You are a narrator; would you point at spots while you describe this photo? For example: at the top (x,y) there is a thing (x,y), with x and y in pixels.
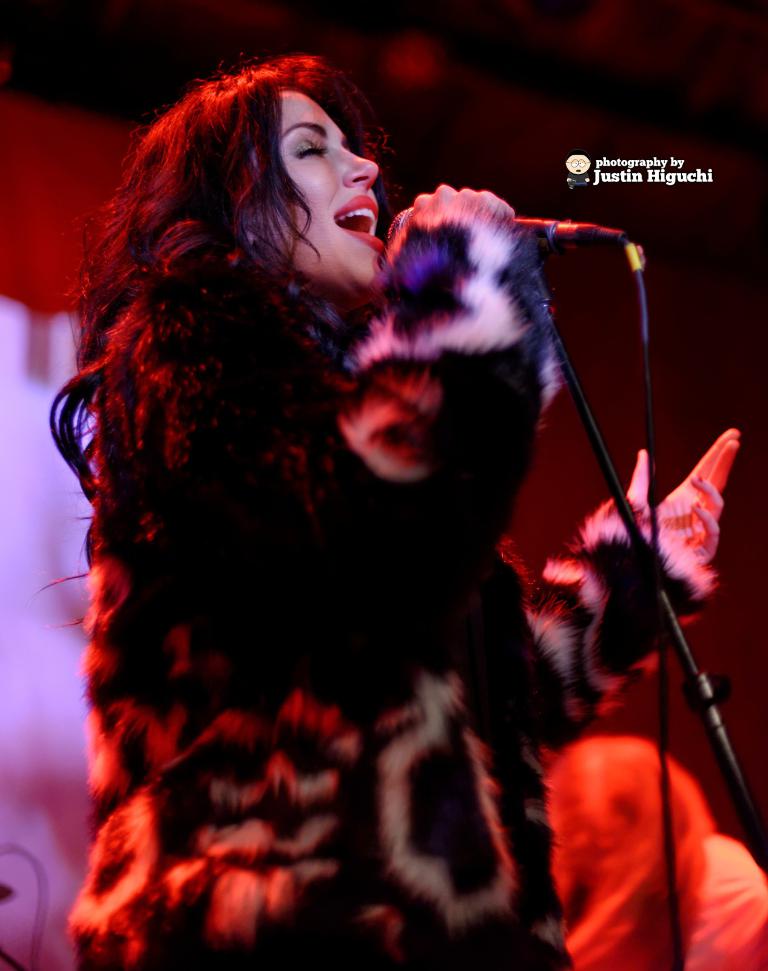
In this picture we can see a woman (214,134) holding a mic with her hand (456,194) and some text (681,163). In the background (375,33) we can see some objects (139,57) and it is blurry.
